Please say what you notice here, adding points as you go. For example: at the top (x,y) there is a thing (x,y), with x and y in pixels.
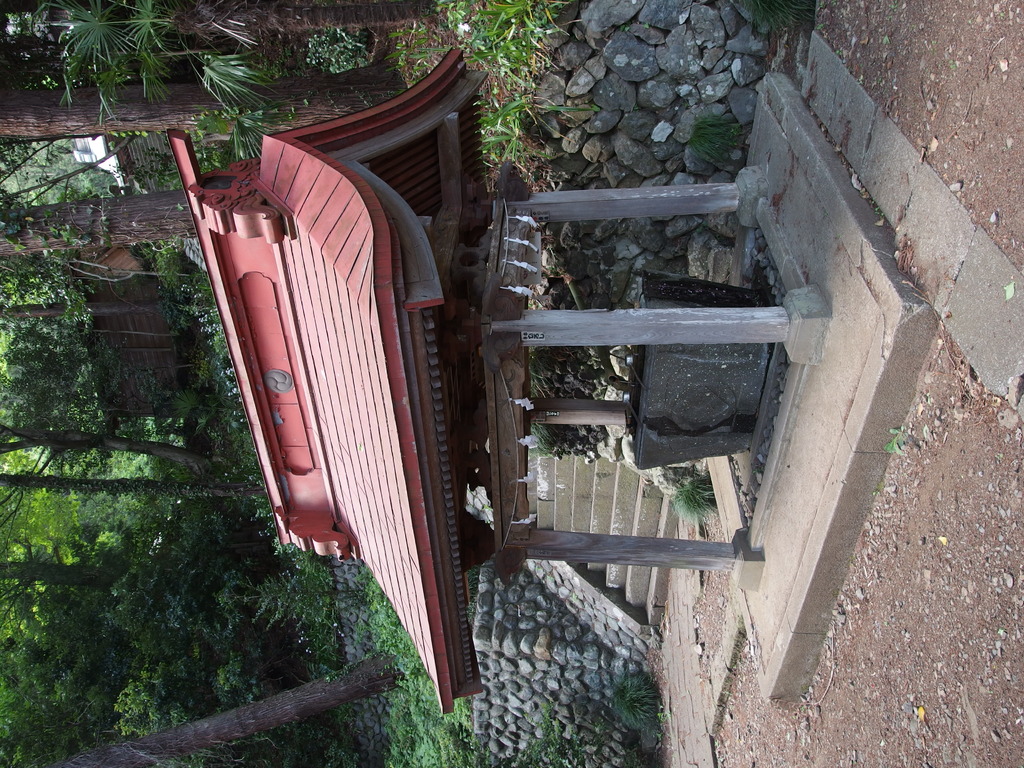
In this image I can see a red colour Chinese shed (420,337) in the front (484,391). In the background (353,92) I can see grass (425,51) and number of trees (95,123).
